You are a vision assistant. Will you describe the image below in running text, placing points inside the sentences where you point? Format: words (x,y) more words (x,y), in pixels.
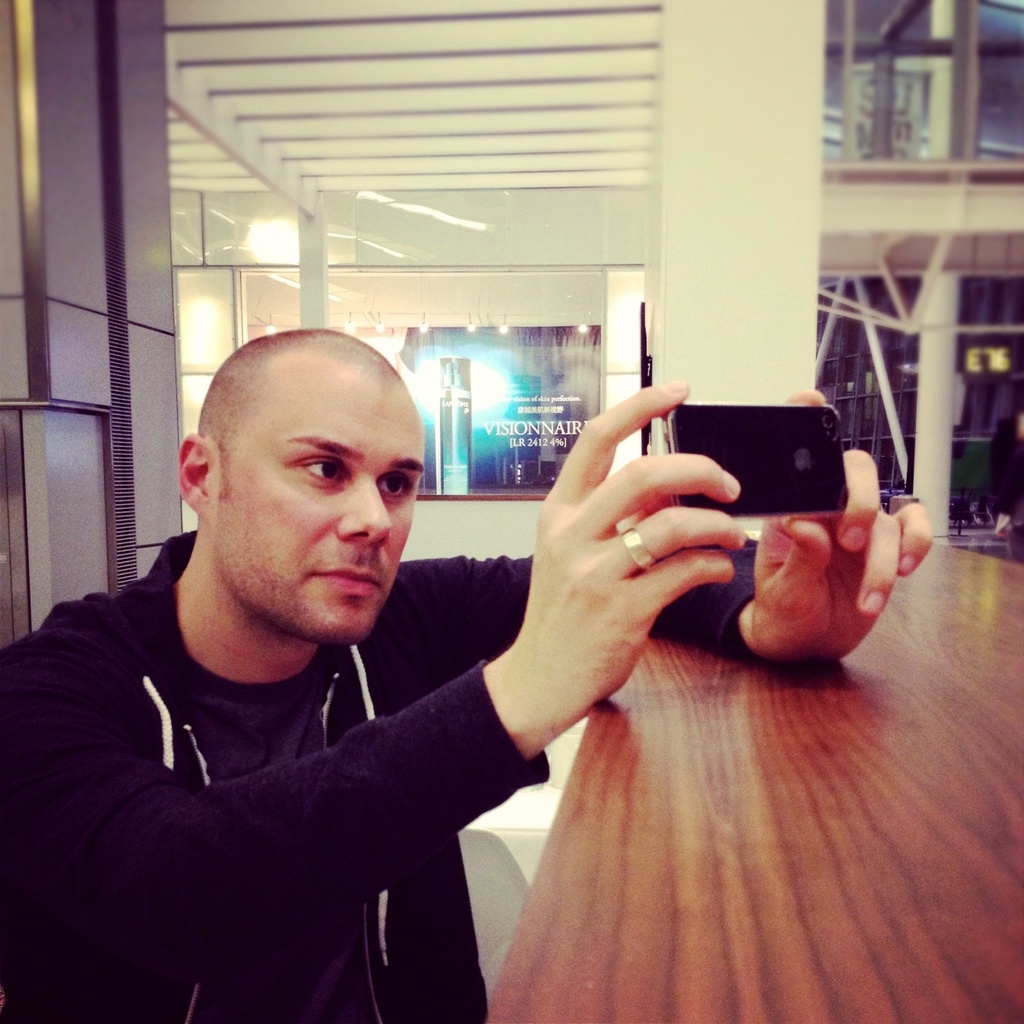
Here we can see a man (527,657) holding a mobile (730,459) with his hands (880,549). In the background (154,299) we can see pillars (808,350), lights (192,295), glass (594,298), and a banner (488,371).
